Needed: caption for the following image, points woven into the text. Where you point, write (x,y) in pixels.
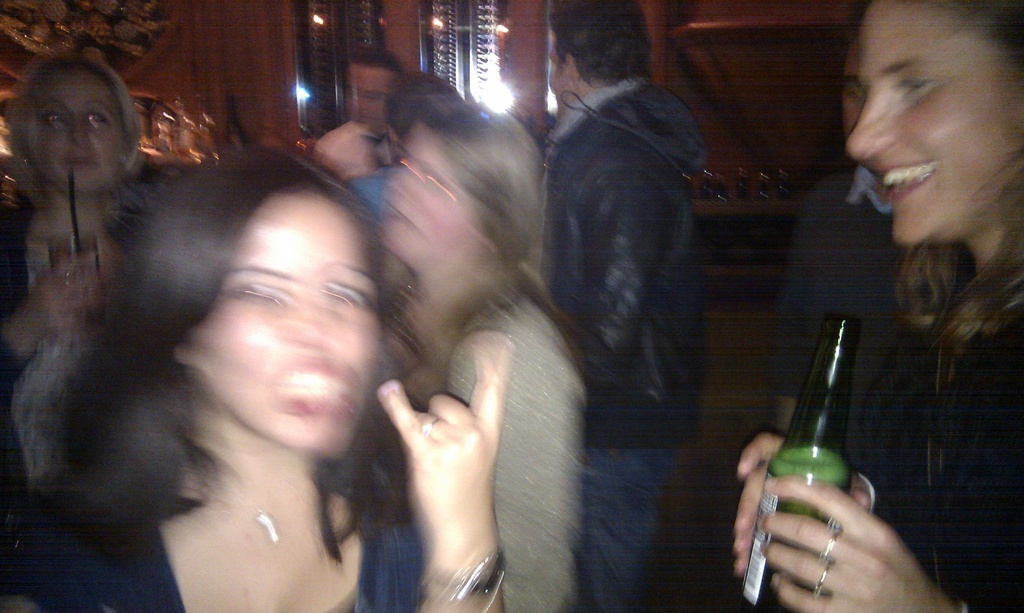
As we can see in the image there are group of people (380,117). The women (974,569) who is standing on the right side (944,260) is holding bottle (835,385).
